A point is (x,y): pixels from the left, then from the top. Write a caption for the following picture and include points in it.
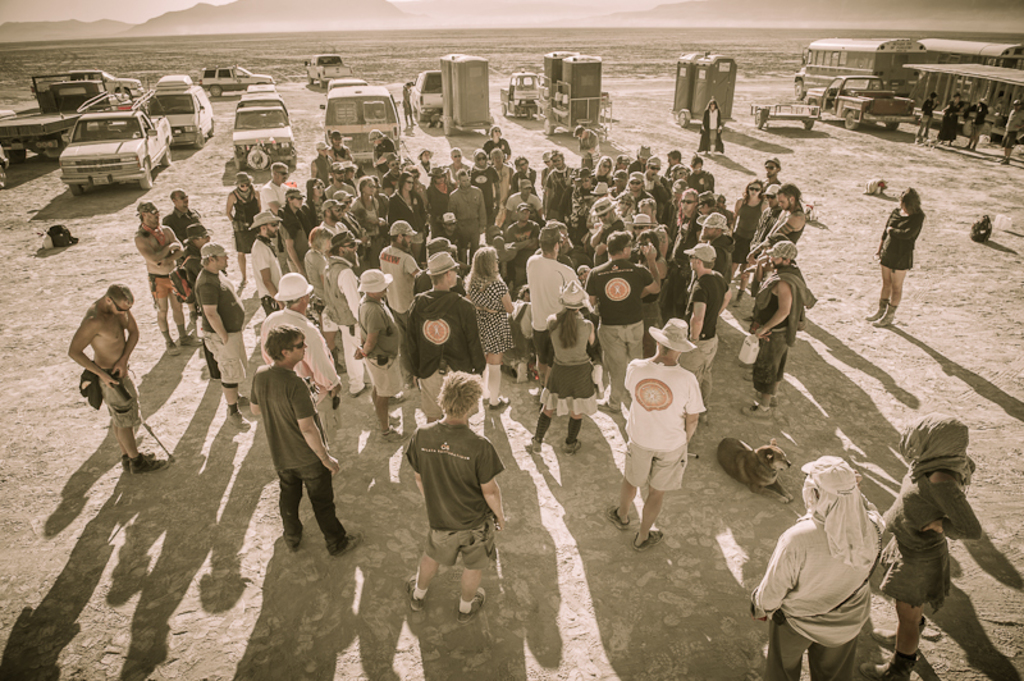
In the foreground (499,282) I can see a crowd (294,242) and fleets of vehicles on the ground (968,317). At the top (448,4) I can see the sky (463,1). This image is taken may be during a sunny day.
